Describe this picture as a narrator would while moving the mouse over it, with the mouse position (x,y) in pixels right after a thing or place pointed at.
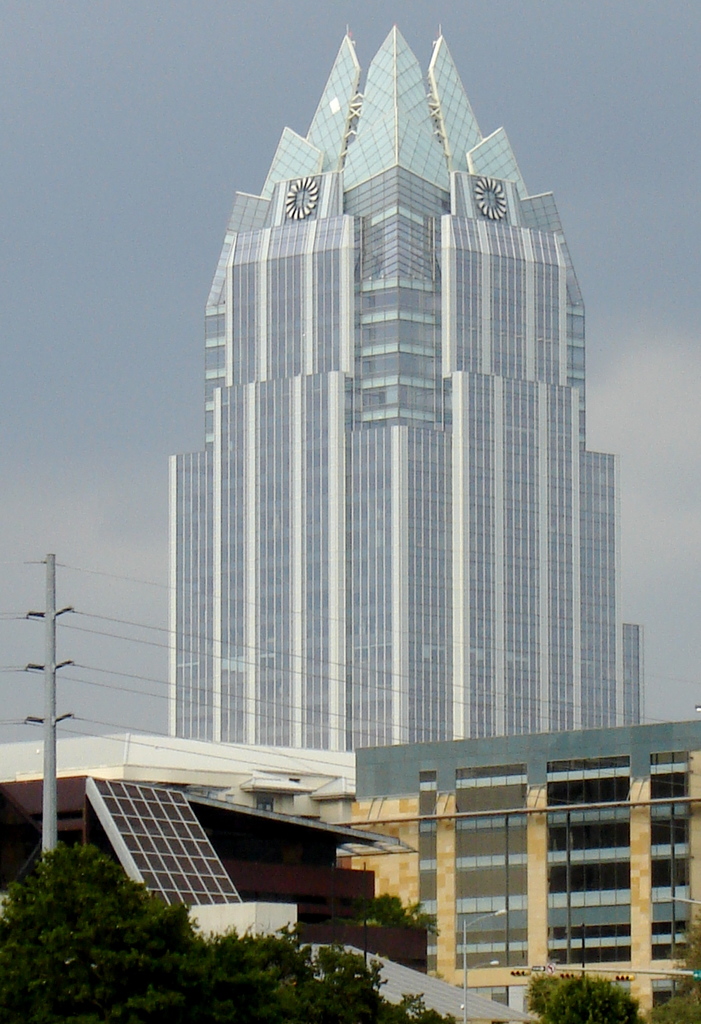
In this image we can see some buildings (269,742) with windows (276,742). We can also see a pole (56,667) with some wires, a group of trees (123,978), a solar panel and the sky (106,624) which looks cloudy.
